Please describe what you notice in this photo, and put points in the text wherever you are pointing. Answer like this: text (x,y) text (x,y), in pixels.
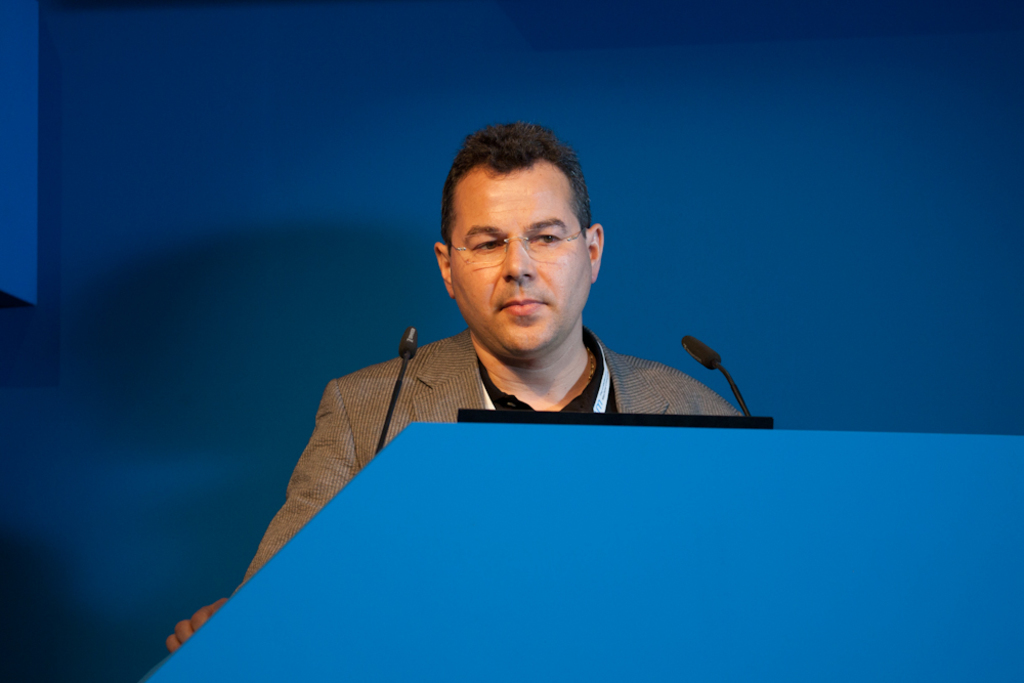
This is the man (348,426) standing. He wore a suit (364,415) and spectacles (545,260). This looks like a podium (579,450) with a laptop (608,420) and two mikes (408,351). The background (284,250) looks blue in color.
